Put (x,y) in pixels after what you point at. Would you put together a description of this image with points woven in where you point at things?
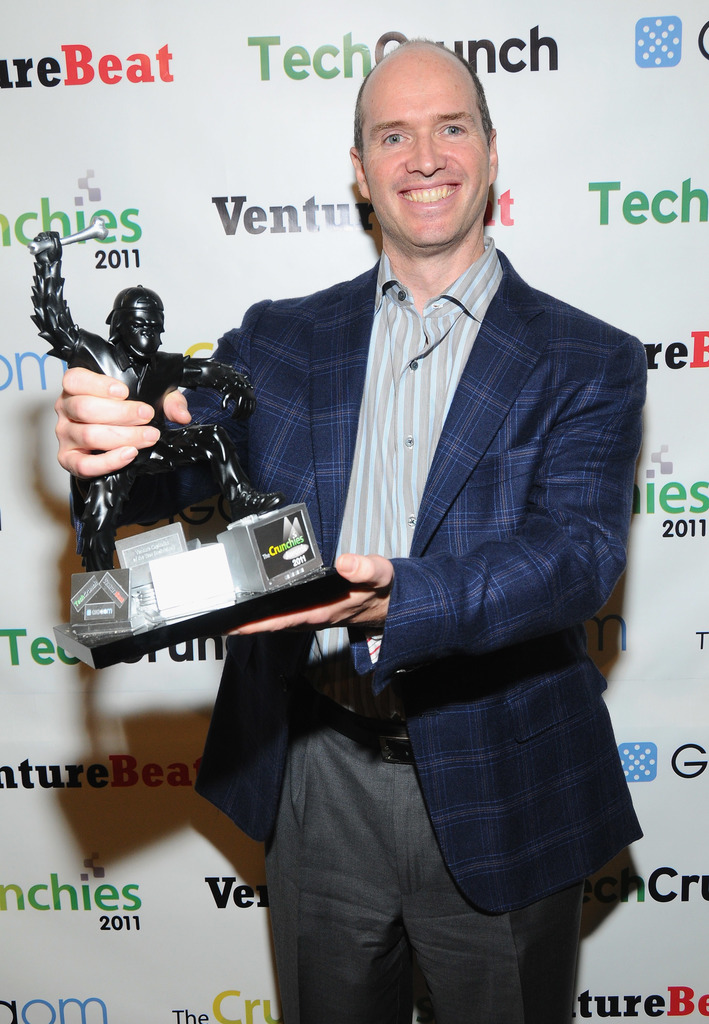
In this image I can see a man (342,449) is standing and I can see he is holding a black colour thing (109,319). I can also see he is wearing formal dress (428,524) and I can see smile (409,189) on his face (409,189). In the background (45,1010) I can see something is written at many places.
